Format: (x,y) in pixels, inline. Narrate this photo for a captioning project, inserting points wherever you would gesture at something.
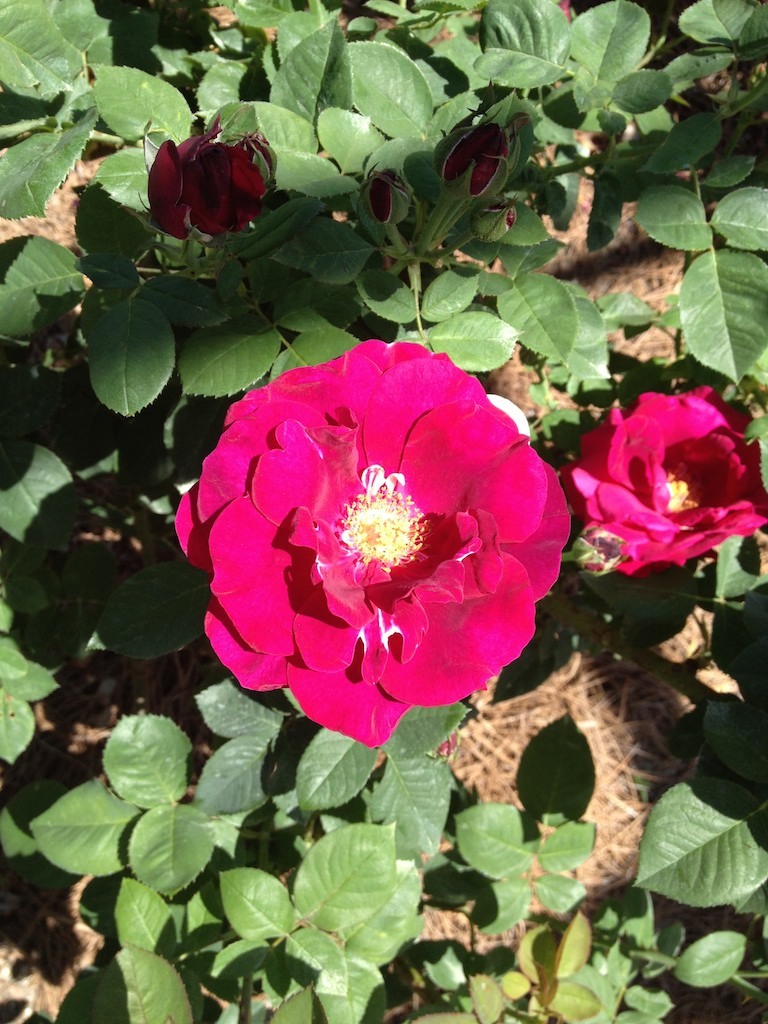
We can see flowers (683,427), buds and green plants (539,45).
